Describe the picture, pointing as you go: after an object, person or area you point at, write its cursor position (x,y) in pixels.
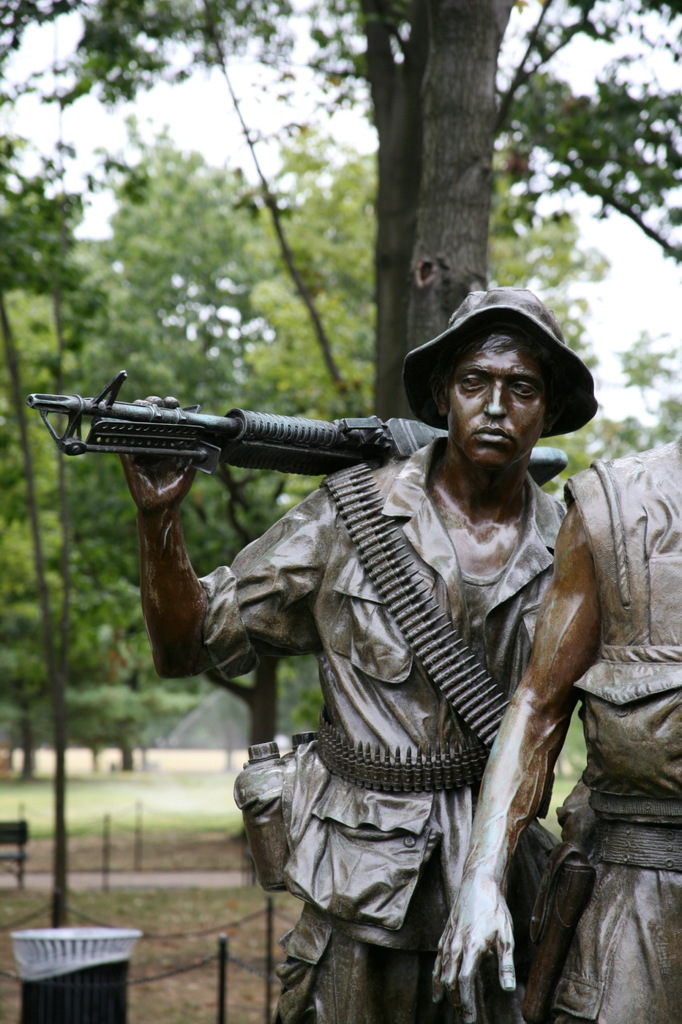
In this image there is the sky (213,131) towards the top of the image (208,118), there are trees (230,203), there is a fence (268,913), there is an object (17,834) towards the left of the image (3,827), there is a dustbin (82,969) towards the bottom of the image (57,952), there is ground (157,946) towards the bottom of the image (164,991), there are sculptures (381,829) towards the right of the image (479,584), there is a man (543,592) holding a gun (196,423), he is wearing a hat (445,339).
